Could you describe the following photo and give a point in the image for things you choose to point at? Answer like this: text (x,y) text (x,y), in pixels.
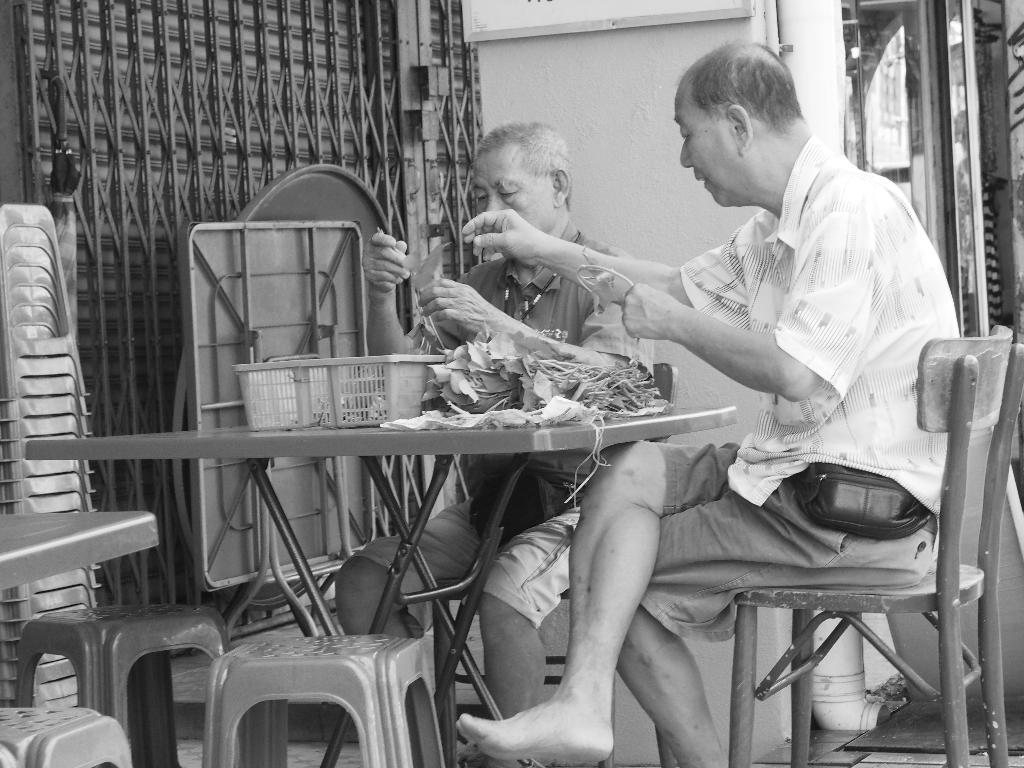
To the right side (841,257) there is a man (857,268) with white shirt (836,255) is sitting on the chair (753,637). He is wearing a bag (864,499) around his waist (775,459). Beside him there is another man (564,300) sitting. In front of them there is a table (498,432) with some leaves (523,373) and basket (276,378) on it. And to the left side (323,659) bottom there are 3 stools (125,688). And in the left side (32,298) there are some stools (32,358). We can see a grilled gate (211,90). To the right side (907,95) corner there is a door (940,58).
